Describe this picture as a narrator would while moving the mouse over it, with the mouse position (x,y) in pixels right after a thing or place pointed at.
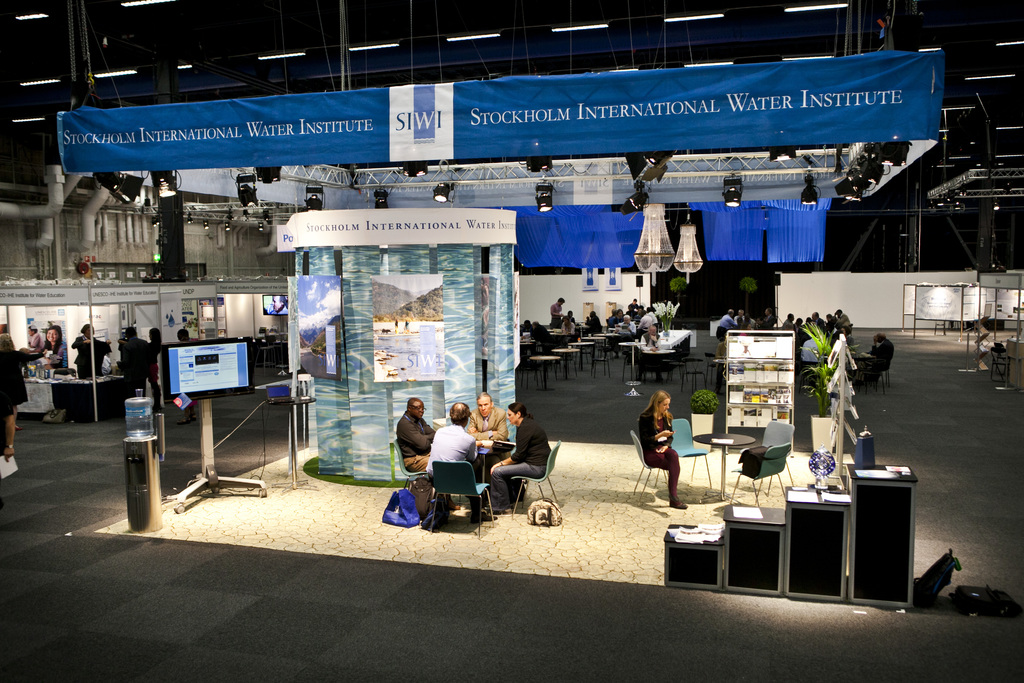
In this image I can see few people (524,449) are sitting on the chairs (522,480). On the top of the image (226,140) there is a banner (221,141). On the right side of the image (751,419) there are some tables (753,557), rack (741,396) and plants (821,393). On the left side of the image (138,369) I can see few people (126,362) are standing around the table (81,391). Beside this person's (159,364) there is a screen (221,361). In the background (631,331) also there are few people (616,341) standing and few are sitting on the chairs (599,352).
